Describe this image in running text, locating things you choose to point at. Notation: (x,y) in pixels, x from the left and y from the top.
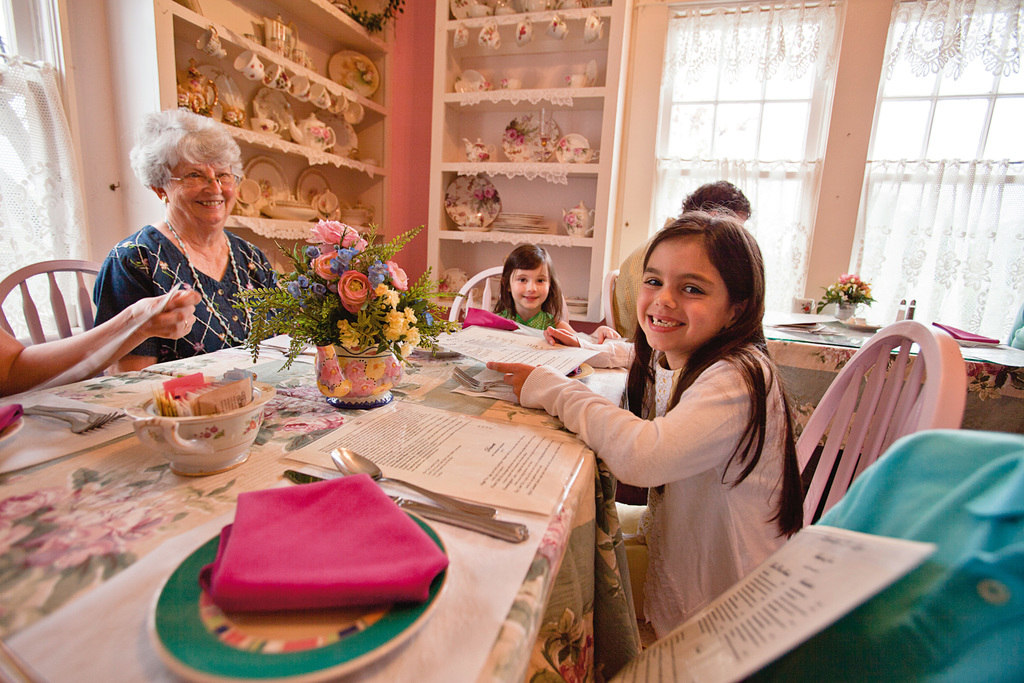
In this image I can see a woman (214,274), two girls (538,265) and a man (636,267) sitting on a chair (81,291). This is a rack (316,104) where cups (325,91), kettle (305,143), plates (347,126) and some ceramic items (521,133) are kept. This is a table (126,536). There is a flower vase (351,391), bowl (203,445), plate (289,662), napkin (359,579), spoon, knife (437,507) and some papers (463,416) placed on it. At the left corner of the image (62,366) I can see another person's hand (56,361). And this is a window (888,92) with white curtains (953,186).
